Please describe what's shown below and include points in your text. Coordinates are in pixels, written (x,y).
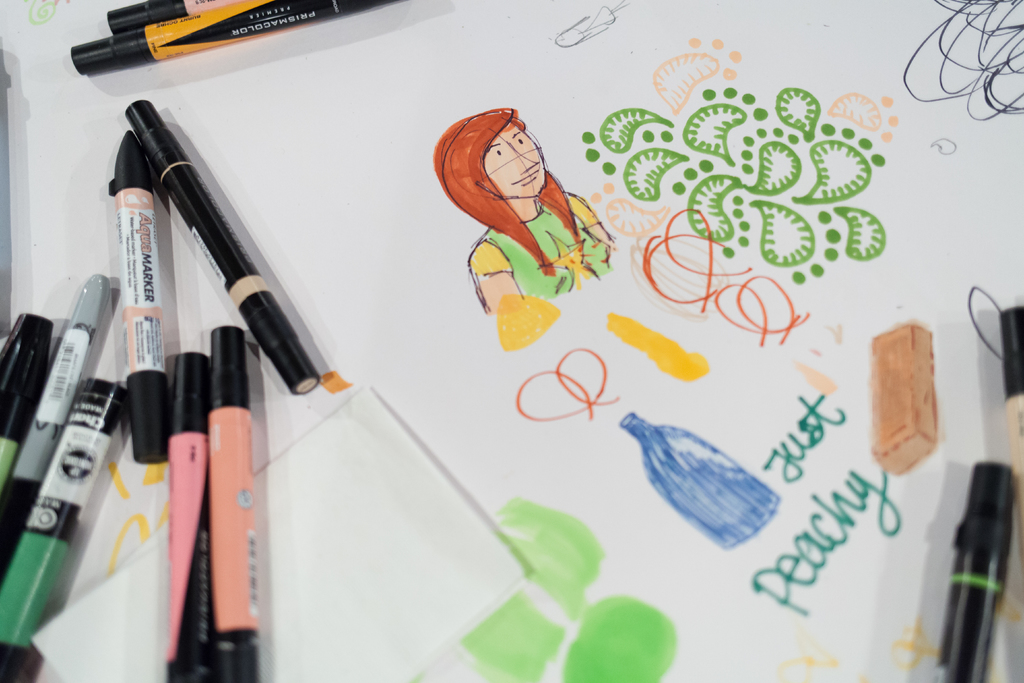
In this image there are some diagrams (555,196) on the paper (567,284), on the paper (306,53) there are few pens (21,619).
